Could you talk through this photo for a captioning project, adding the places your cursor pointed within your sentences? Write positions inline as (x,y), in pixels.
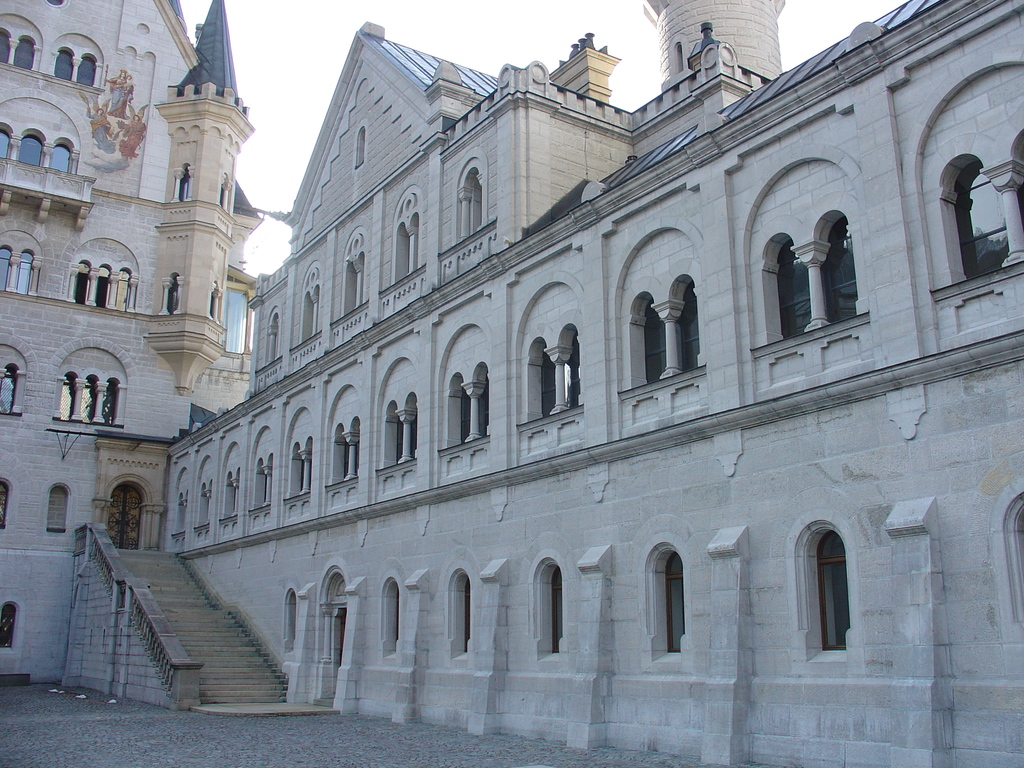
In the center of the image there is a building (450,673).
